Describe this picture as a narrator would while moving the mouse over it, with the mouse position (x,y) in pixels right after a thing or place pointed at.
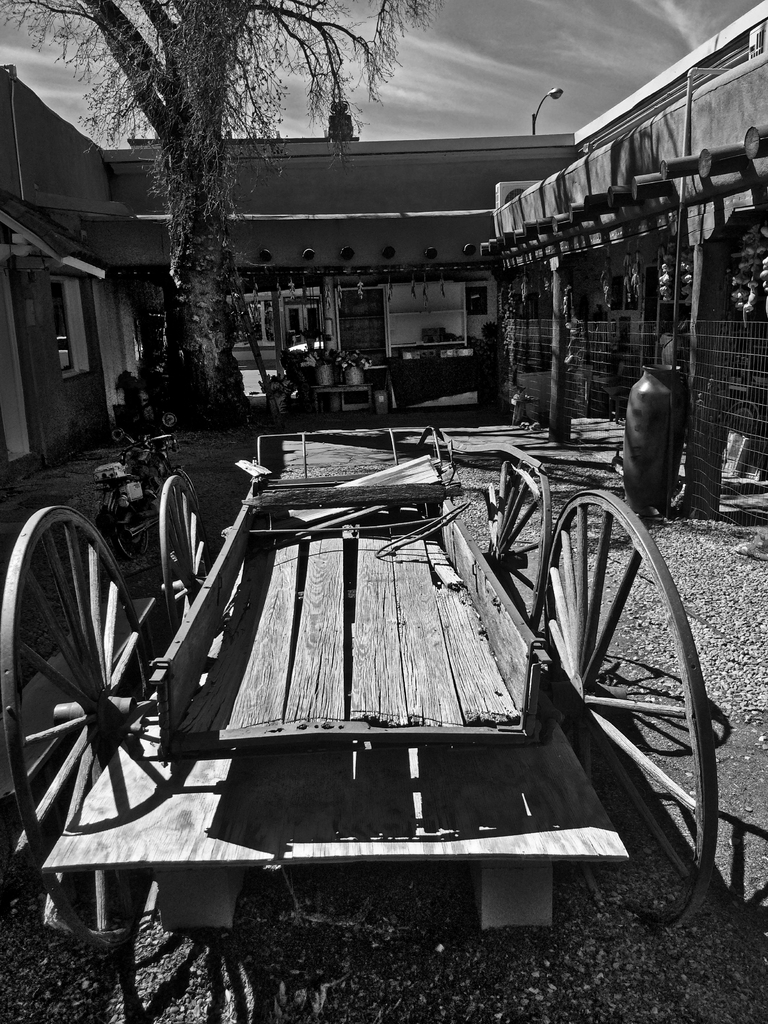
In the image there is a bullock cart (360,680) in the front (360,680) and on the background (276,310) there is a building (538,269) and on left side (225,338) there is a tree (203,142).
